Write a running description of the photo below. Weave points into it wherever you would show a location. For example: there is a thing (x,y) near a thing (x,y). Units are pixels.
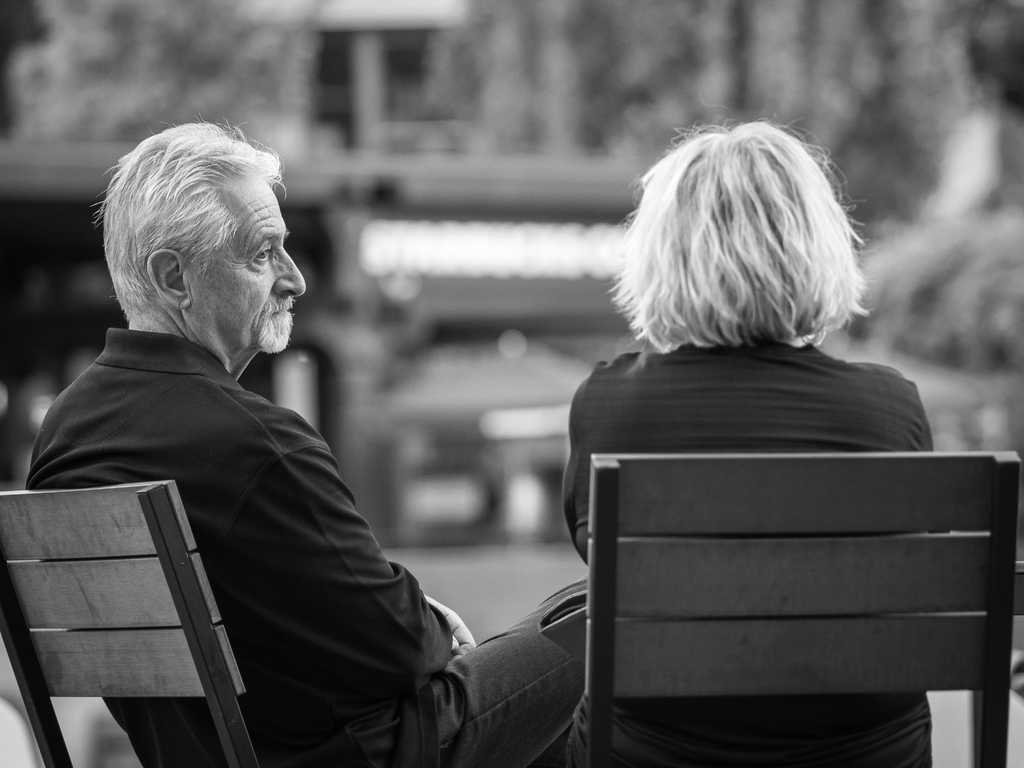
In this image, in the foreground (189,130) I can see, there are two people (483,658) sitting on the chair (67,604), and the background (626,59) is blurry.
